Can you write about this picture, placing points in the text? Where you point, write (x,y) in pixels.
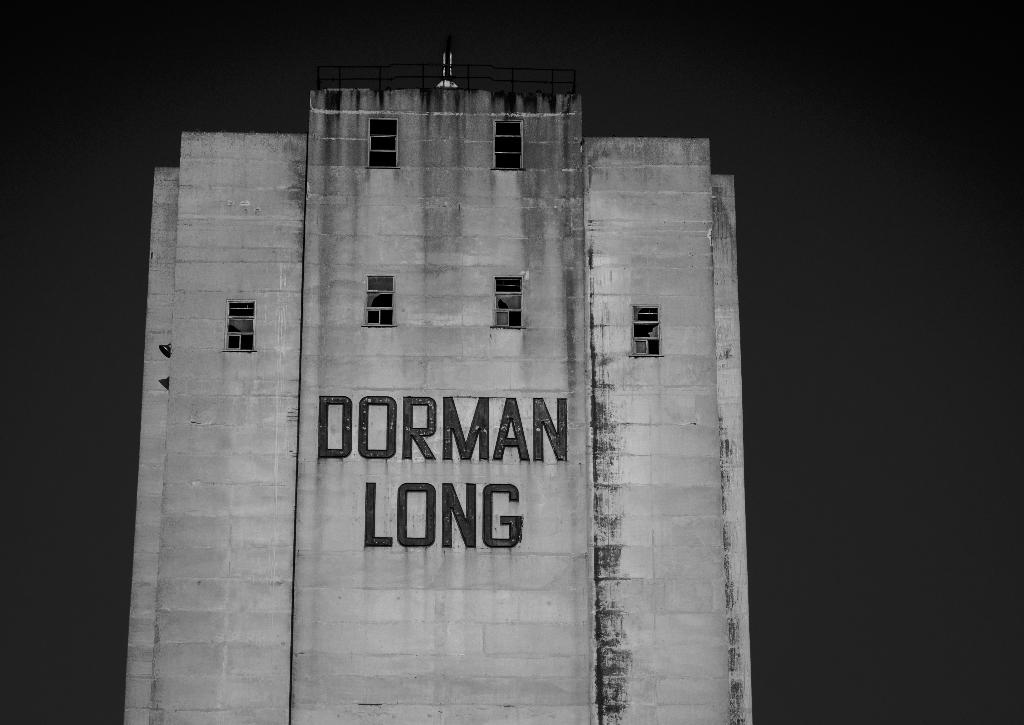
In this picture there is a big building (362,190) in the front (328,642) on which "Dorman long" is written. Behind there is a dark background (90,497).
